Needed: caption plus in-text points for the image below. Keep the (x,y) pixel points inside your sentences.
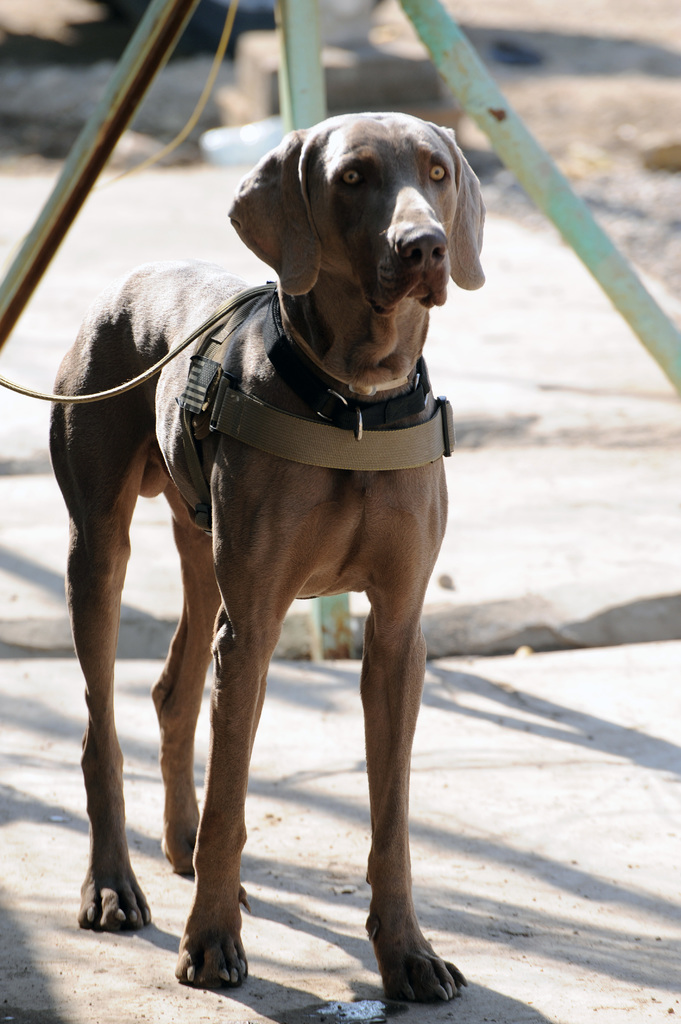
In front of the image there is a dog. Behind the dog (411,454) there are metal rods (626,314).
